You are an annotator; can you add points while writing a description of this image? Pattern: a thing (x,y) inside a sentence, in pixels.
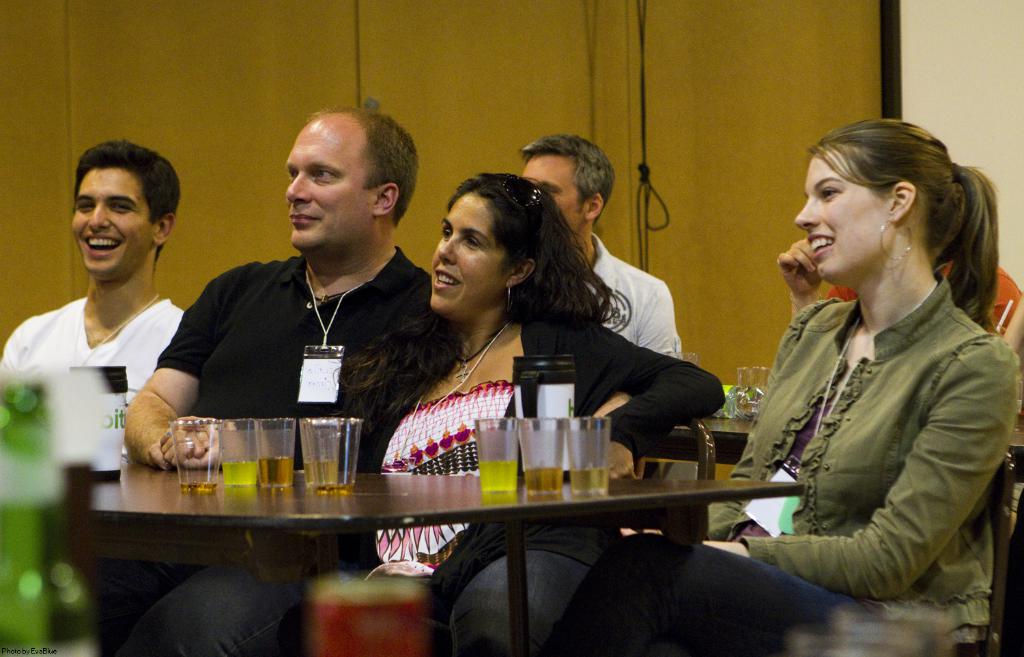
In this picture I can see few people (695,580) are sitting in front of the table (303,522), on the table (303,504) some glasses (334,475) are placed.
